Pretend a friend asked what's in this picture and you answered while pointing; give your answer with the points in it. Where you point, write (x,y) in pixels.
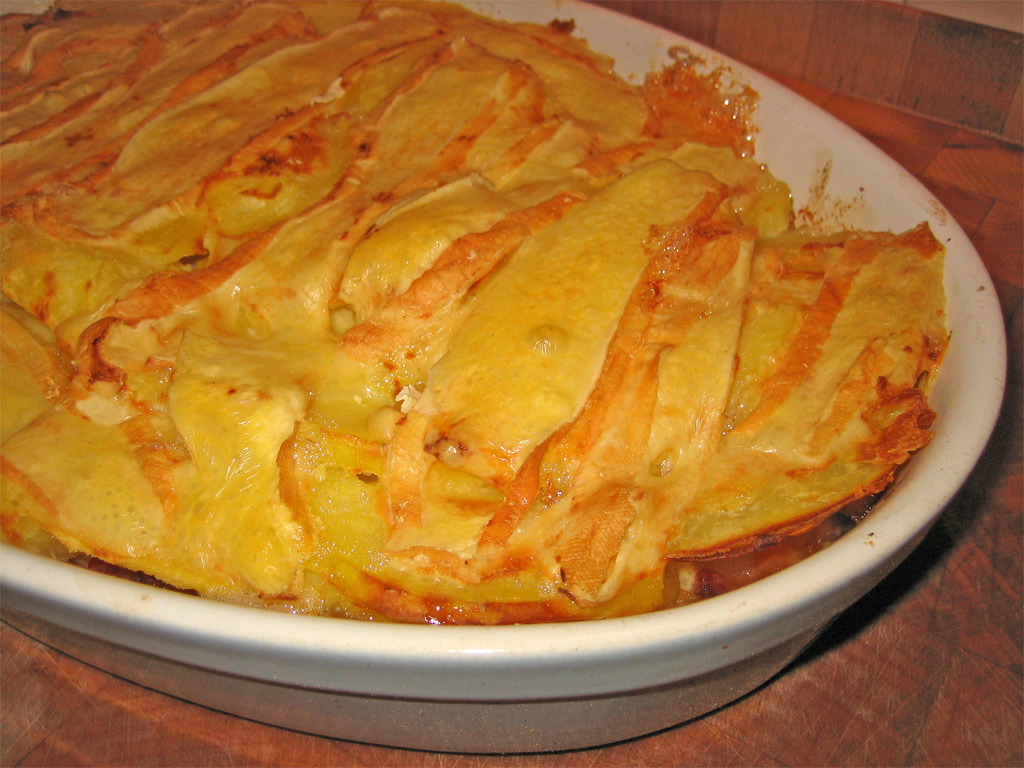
In this image we can see some food item (488,185) which is in white color tray (637,729) is on the wooden surface (843,23).
